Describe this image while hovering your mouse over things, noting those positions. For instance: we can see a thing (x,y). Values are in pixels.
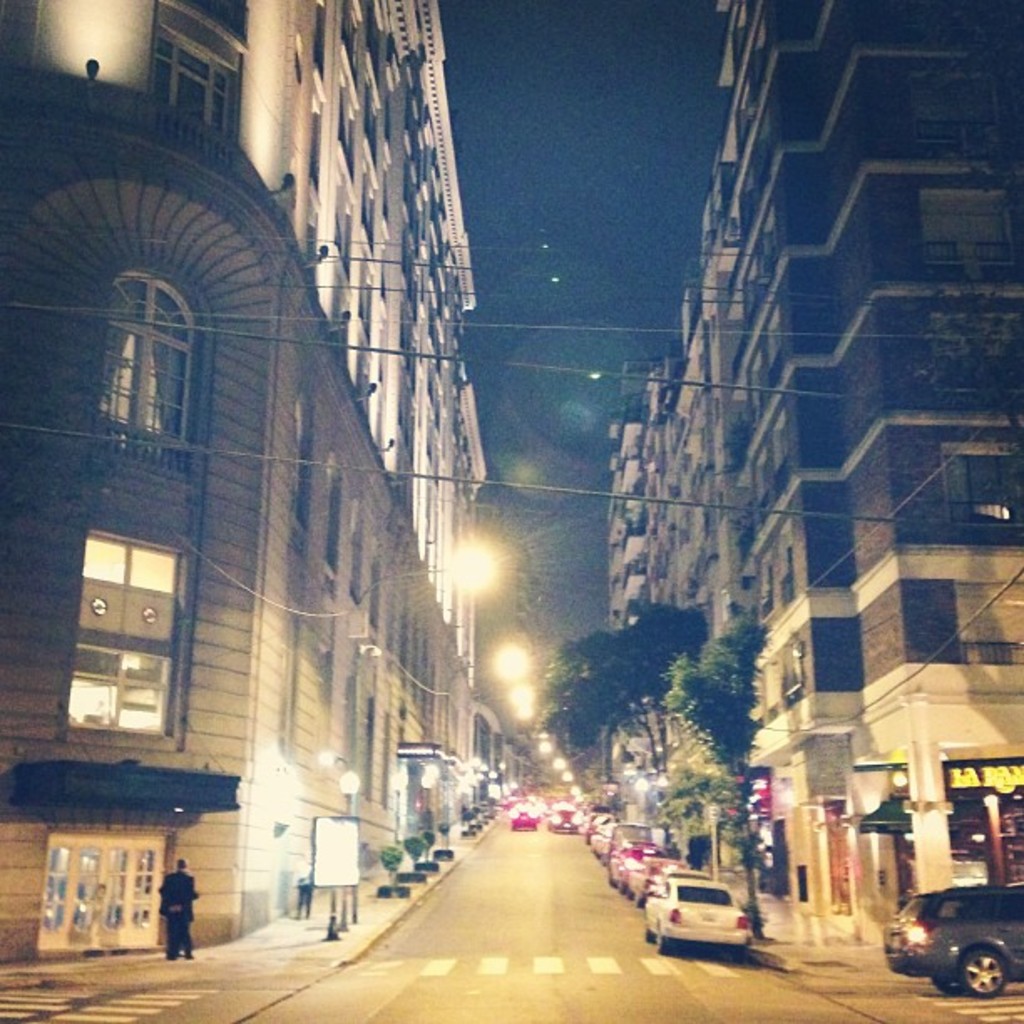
In this image we can see some buildings (849,353), some lights (332,754) with poles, some lights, on board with pole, some objects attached to the buildings (667,433), some trees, some objects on the ground (287,928), some objects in the buildings (332,768), two person's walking on the footpath (352,910), some vehicles (998,968) on the road (650,957), some text (963,785) on the building (962,809) on the right side of the image (1005,788), some wires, at the top (584,146) there is the sky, the background (504,815) is dark and blurred.
